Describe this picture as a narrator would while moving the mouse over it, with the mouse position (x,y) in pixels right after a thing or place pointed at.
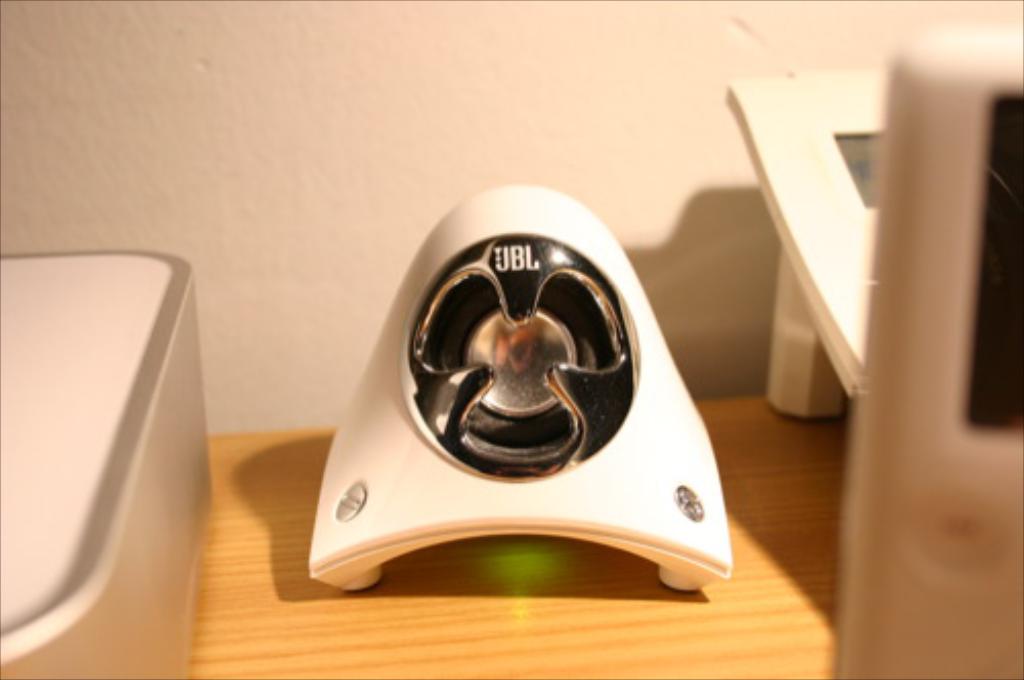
In this picture I can see there is a white color device (361,525) and it has a logo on it. It is placed on the wooden table (333,598) and in the backdrop (302,419) I can see there is a wall (242,158).
